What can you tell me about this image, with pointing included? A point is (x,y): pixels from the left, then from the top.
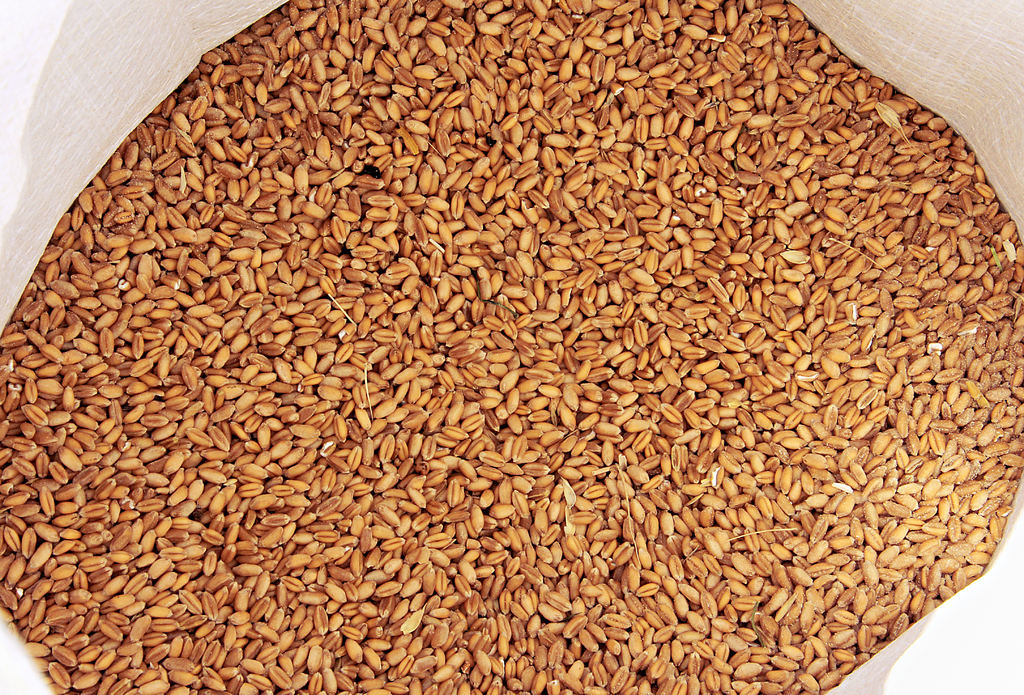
In the foreground of this image (315,257), there are wheat (496,403) and it seems to be in a white bag (74,135).
